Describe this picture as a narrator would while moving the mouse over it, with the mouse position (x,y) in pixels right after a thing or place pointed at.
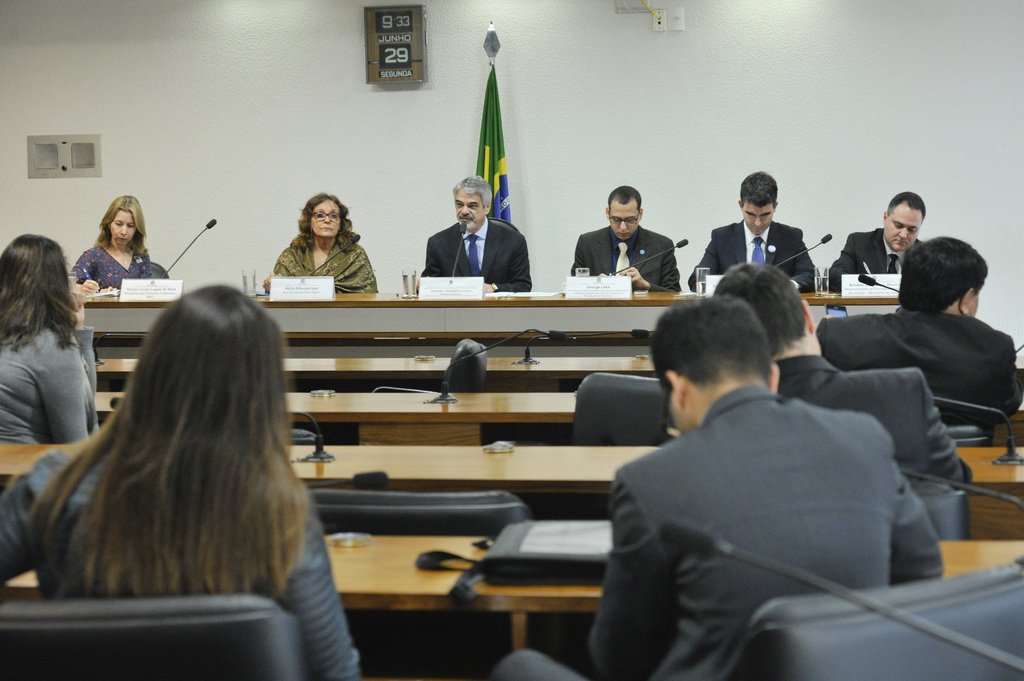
In this image, we can see some people (646,533). We can see some tables (454,433) with objects (438,392) like microphones (490,349). We can see some chairs (614,391). We can see the wall (569,82) with objects (422,56) like a digital calendar (414,44).
